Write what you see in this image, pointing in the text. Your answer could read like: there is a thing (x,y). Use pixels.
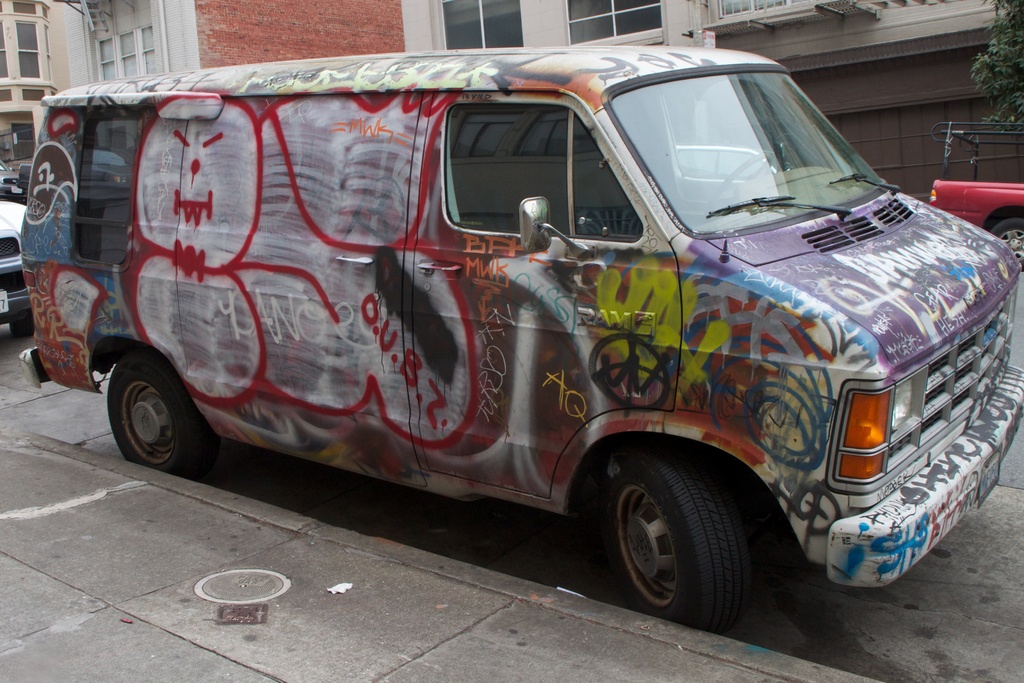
In this picture we can see vehicles (406,248) on the road (432,493). Behind the vehicles (132,228), there are buildings (431,26). In the top right corner of the image (991,65), there is a tree (1019,37). At the bottom of the image (282,586), it looks like a manhole lid (217,584) on the walkway (258,626).
